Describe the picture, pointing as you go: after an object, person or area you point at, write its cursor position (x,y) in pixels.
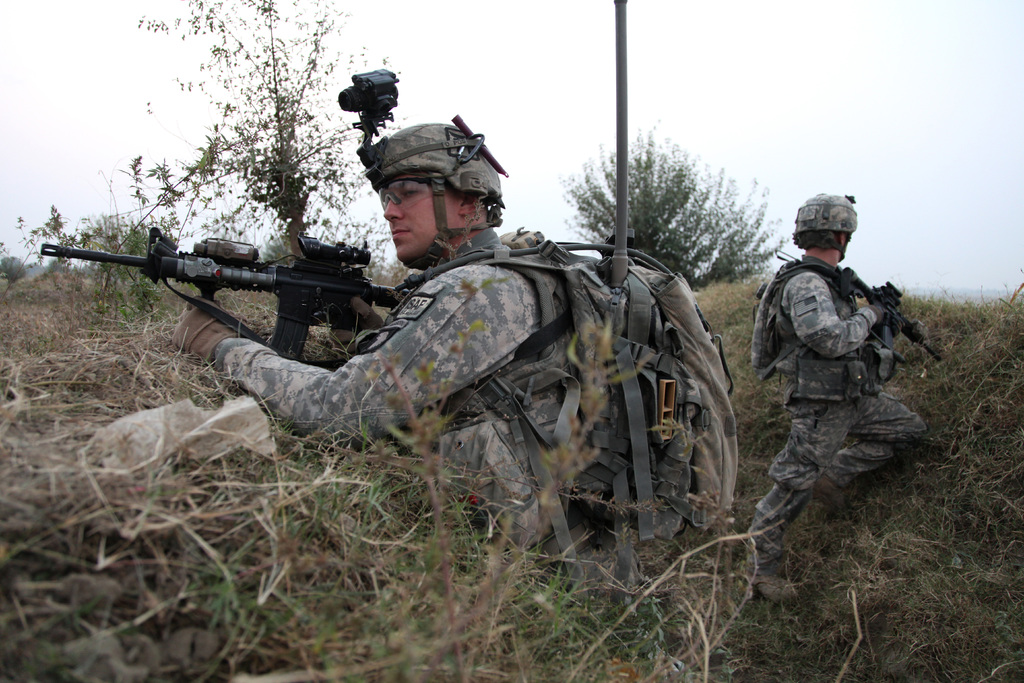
In this image I can see two persons (454,334) wearing uniforms (825,382) bags (673,406) and helmets (834,217) are on the ground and I can see two of them are holding guns (290,285) in their hands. I can see some grass (474,576) and few trees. In the background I can see the sky (549,72).
